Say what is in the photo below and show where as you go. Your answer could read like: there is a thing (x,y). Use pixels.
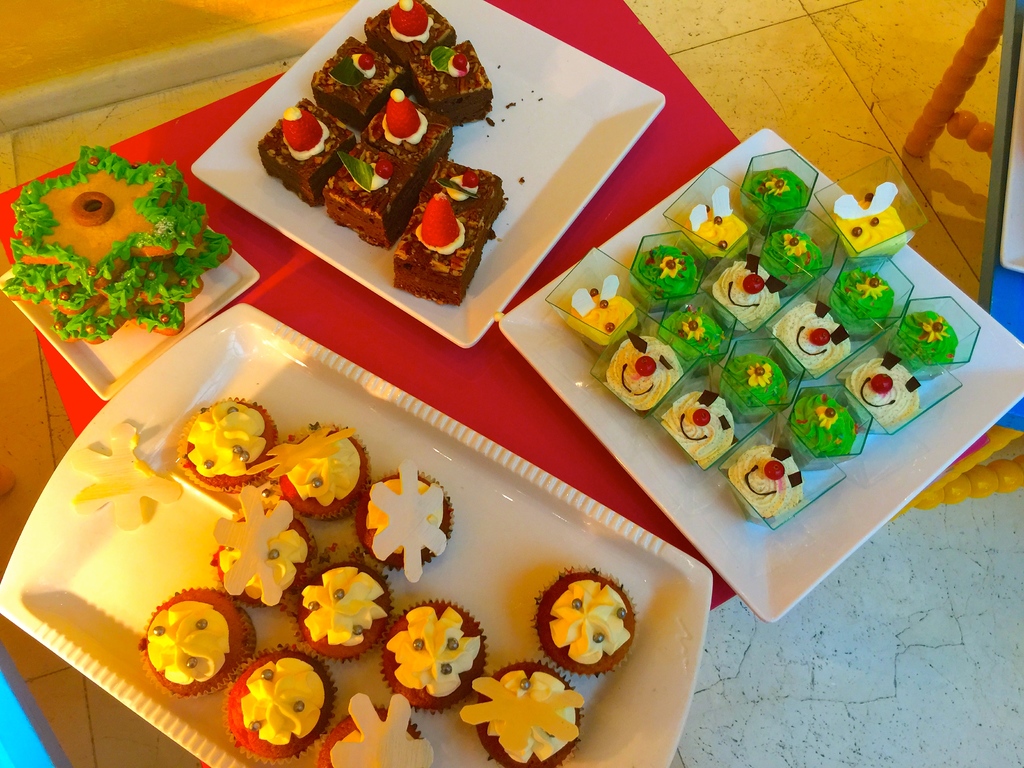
The picture consists of cupcakes (457,640), cakes (347,222) placed in plates (76,360) and platter (229,376). The plate (217,278) and platter (327,366) are on a table (605,212). On the right (1001,127) there is another table (1012,327). At the bottom (920,689) it is floor (76,115).
